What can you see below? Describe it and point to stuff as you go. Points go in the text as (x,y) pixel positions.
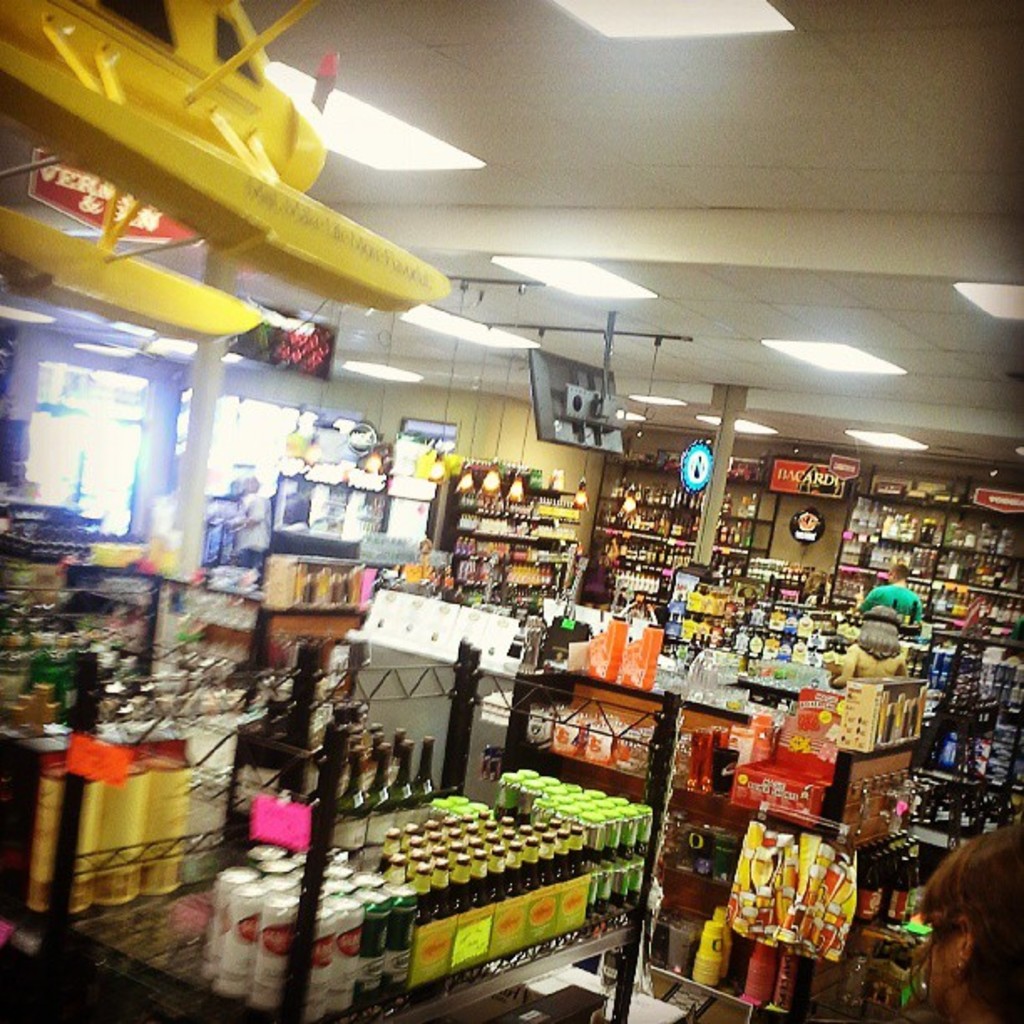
This image is taken inside a supermarket (554,465). We can see there are some bottles (568,837) and some other objects (539,471) are kept in the racks (686,913), and there are some lights (355,128) arranged at the top of this image (357,103). There is a glass door (124,462) on the left side of this image (124,462).
